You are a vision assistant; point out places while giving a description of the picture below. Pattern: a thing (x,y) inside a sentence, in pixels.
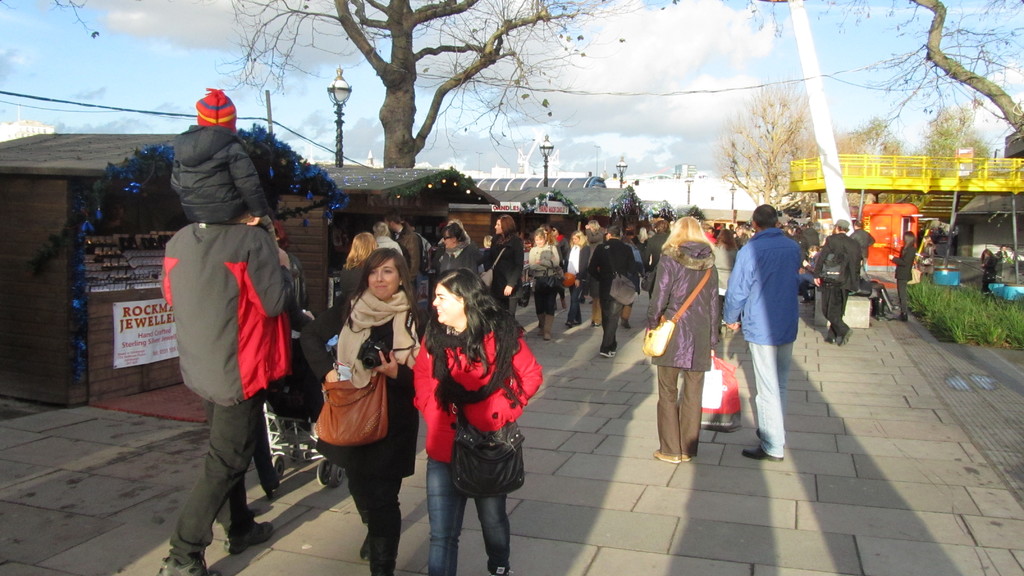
In this picture i can see group of people (702,362) are standing on the road (549,382). Among them few are carrying bags (671,322) and holding some objects (656,319). I can also see houses (464,215), trees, poles (341,150) on which wires (91,112) are attached, sky (575,144) and street lights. On the right side (944,310) i can see plants (966,325) and other objects (910,226).
